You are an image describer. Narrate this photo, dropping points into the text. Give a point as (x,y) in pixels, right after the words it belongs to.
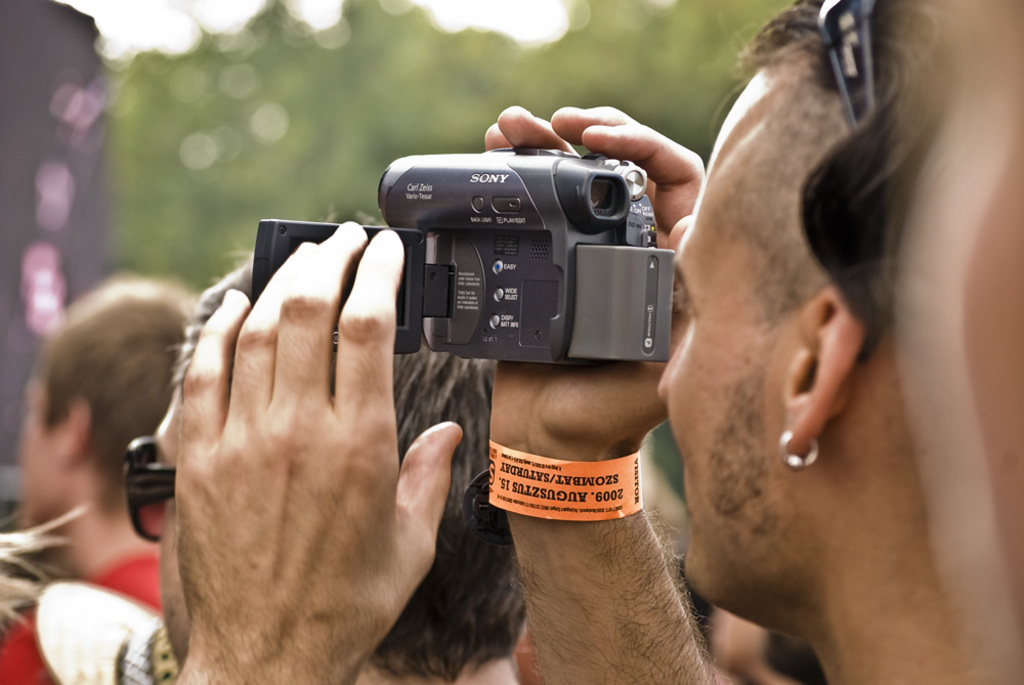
A person (701,250) is recording video. Around him there are few people (19,613).
